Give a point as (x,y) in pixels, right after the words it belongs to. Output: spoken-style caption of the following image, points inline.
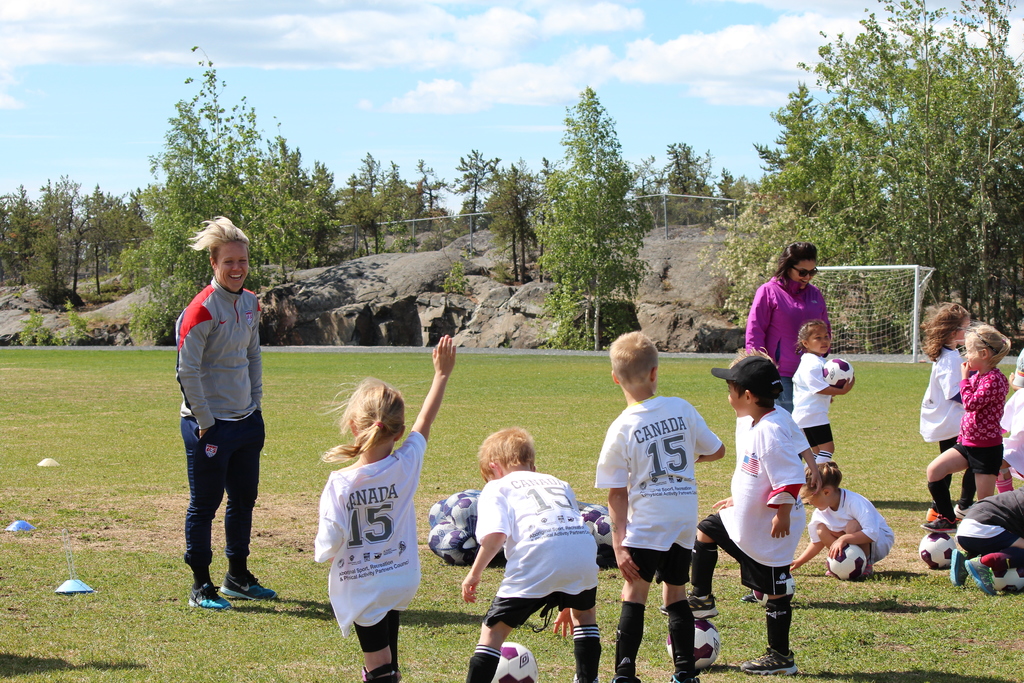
In this image we can see a group of persons (619,492) and footballs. Behind the persons (644,360) we can see a goal post (855,308), rocks (514,314) and a group of trees (842,239). At the top (553,101) we can see the sky (481,106).
